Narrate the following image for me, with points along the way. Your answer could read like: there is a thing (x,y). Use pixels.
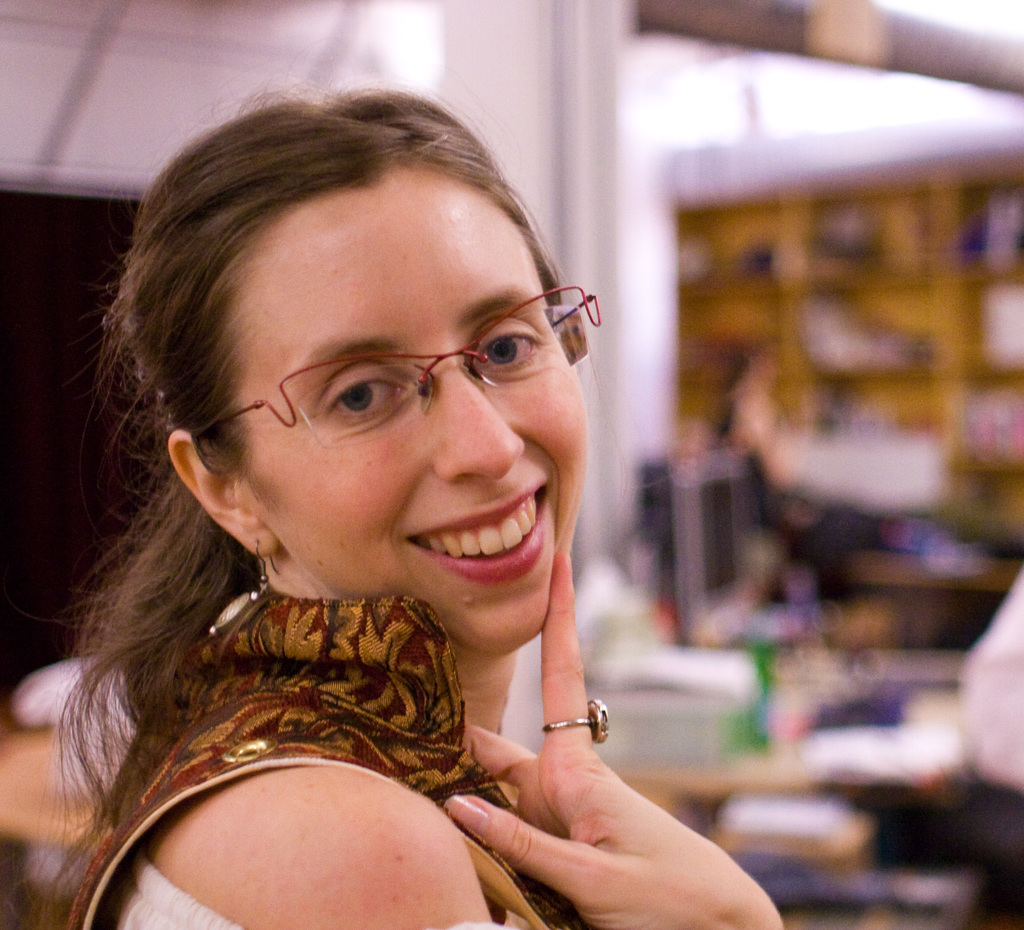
In the center of the image (554,500) there is a lady (439,490). The background of the image (509,34) is blurry.
